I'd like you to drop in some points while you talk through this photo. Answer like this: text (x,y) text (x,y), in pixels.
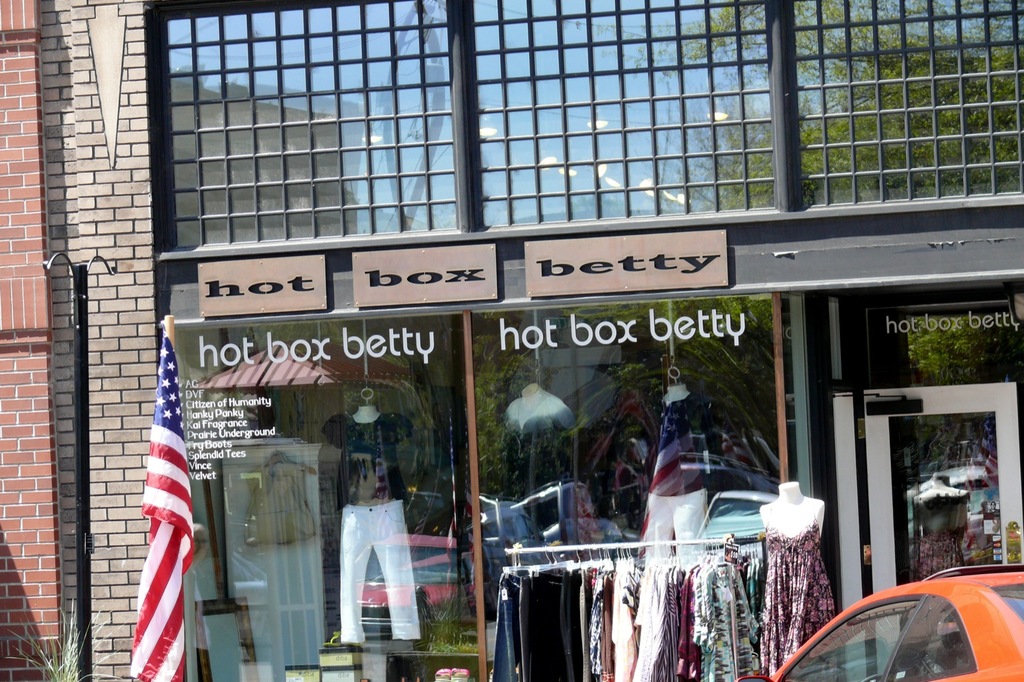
We can see building (75,527), pole (89,559), flag (183,649), clothes (680,604) with stand (713,542), mannequin (769,550) with dress (783,621) and car (842,635). We can see glass (728,472), on this glass (557,403) we can see reflection (493,518) and we can see boards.
